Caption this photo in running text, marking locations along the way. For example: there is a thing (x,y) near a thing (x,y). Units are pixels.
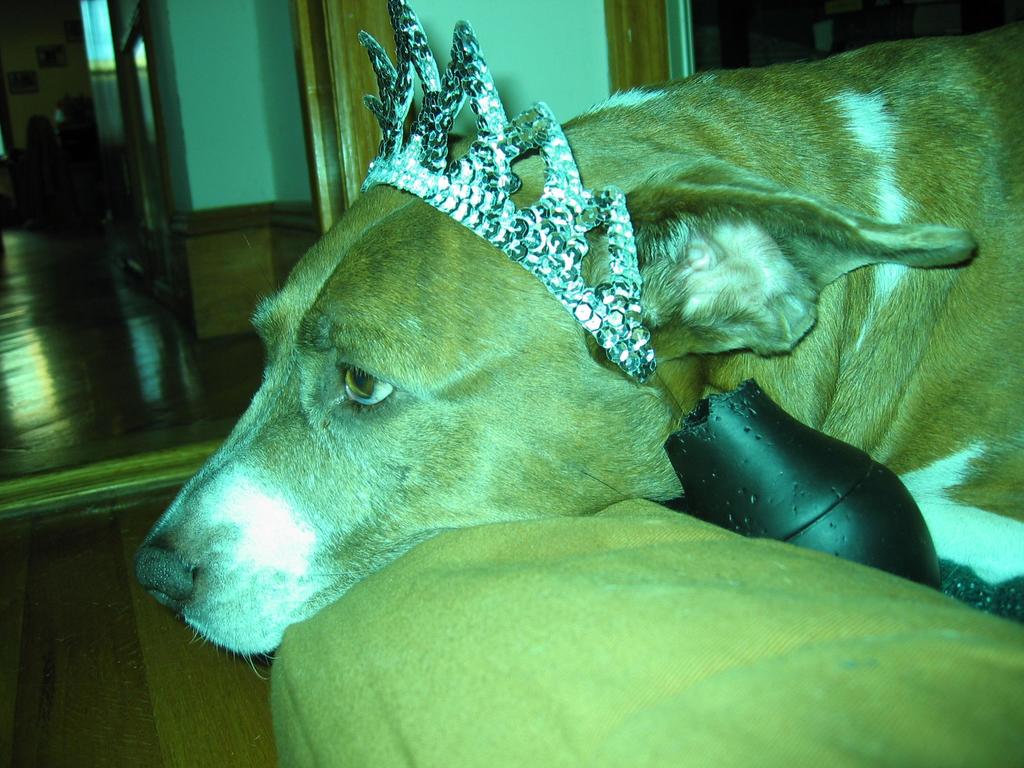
In this image on the right side (809,325), I can see a dog (459,374). In the background (31,80), I can see the photo frames (42,63) on the wall (35,40).
